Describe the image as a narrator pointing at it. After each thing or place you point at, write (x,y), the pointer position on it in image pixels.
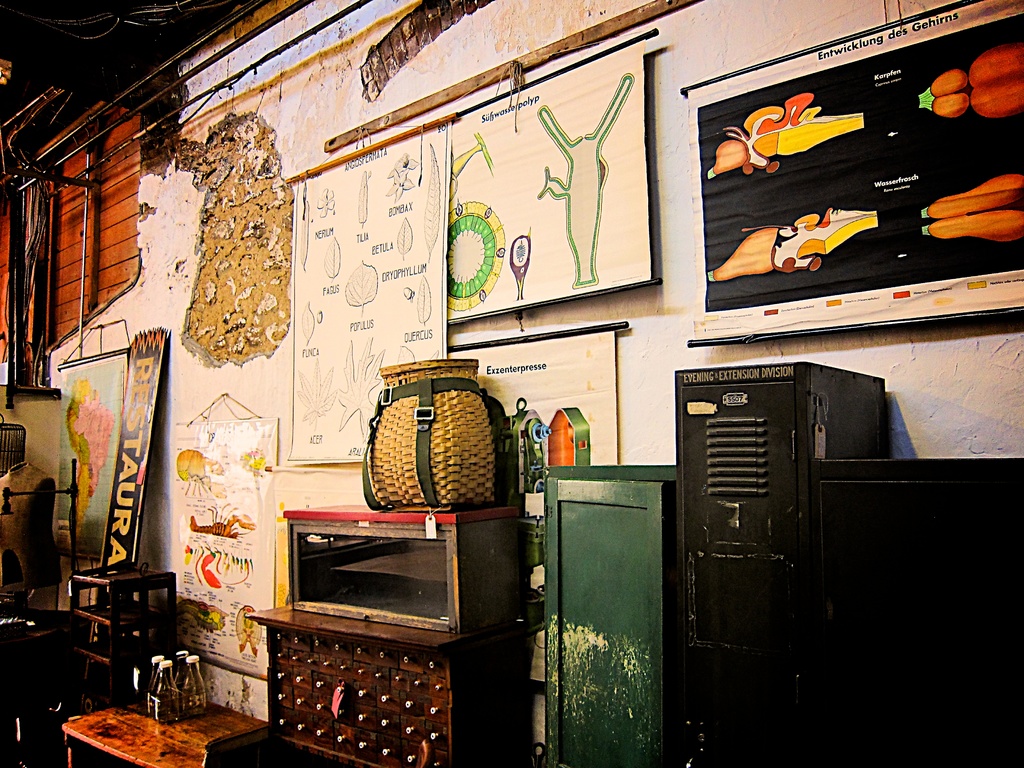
In this image there is a bag (368,497) in a cupboard (404,562), a pictorial board (751,231) attached to a wall (717,41), pipes (14,372), bottles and another cupboard (638,572).
